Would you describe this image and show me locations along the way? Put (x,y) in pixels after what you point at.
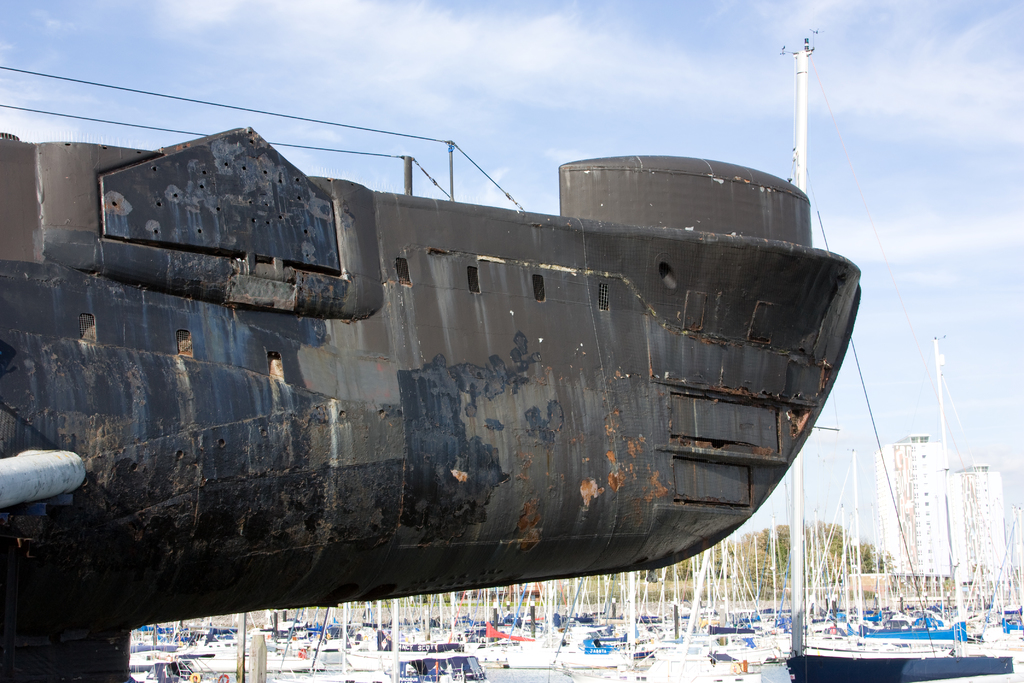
On the left side (176,386), there is a submarine (784,370). In the background (158,632), there are boats (856,663) on the water (502,679), back to them, there are buildings (970,521), trees (837,545) and clouds (904,99) in the sky (633,135).
